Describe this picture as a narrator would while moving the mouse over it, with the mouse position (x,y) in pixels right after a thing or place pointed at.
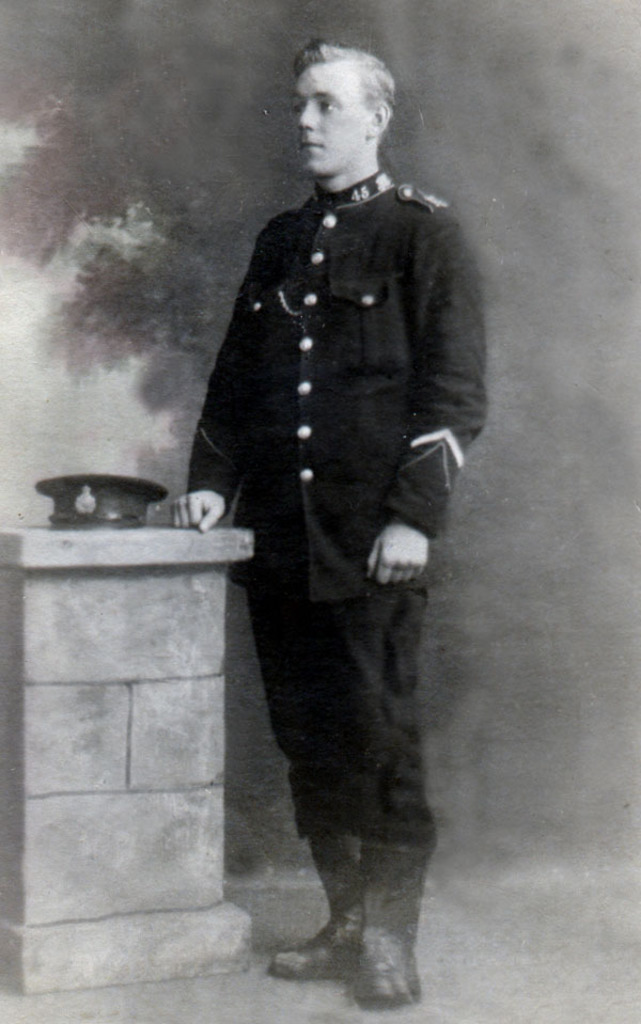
In the picture we can see a black and white photograph of a man (298,771) standing near the stones desk (89,648) and he is in uniform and keeping the hand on the desk (32,773) and on the desk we can see a cap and in the background (590,764) we can see smoke (243,228) which is black in color.
